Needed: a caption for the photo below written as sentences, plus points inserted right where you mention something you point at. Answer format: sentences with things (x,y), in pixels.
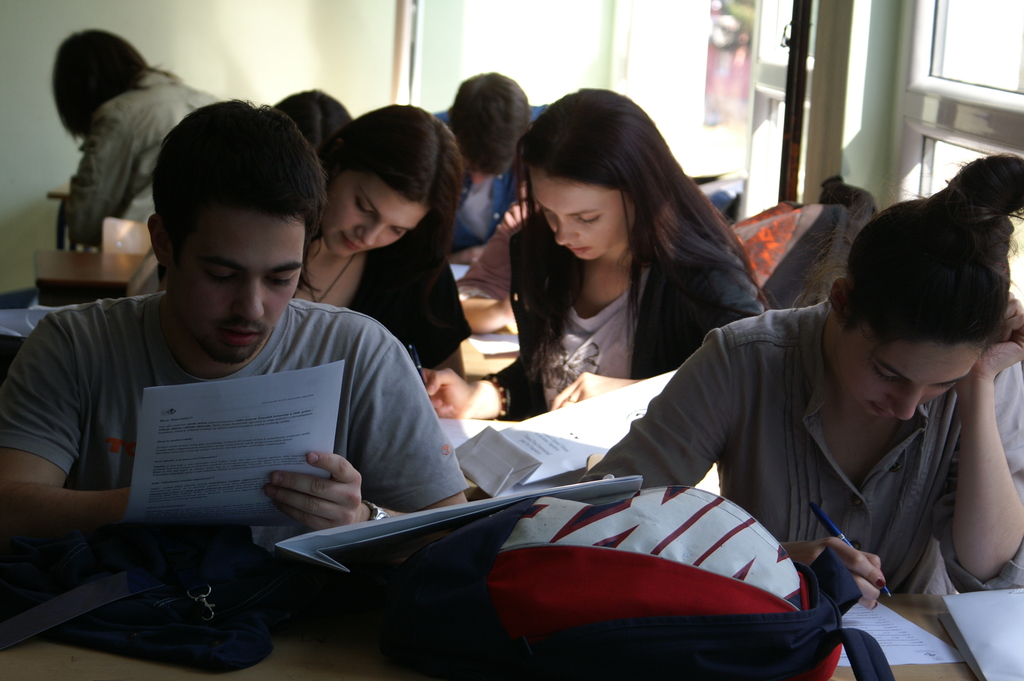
In this picture I can see the inside view of a room (757,39), where I can see number of men (352,339) and women (409,167) and I can see a man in front (36,364), holding a paper (251,459) and beside to him I can see a woman (779,418), holding a pen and in front of them I can see the bags (31,636). In the background of this picture (343,68) I can see the wall (106,3).
